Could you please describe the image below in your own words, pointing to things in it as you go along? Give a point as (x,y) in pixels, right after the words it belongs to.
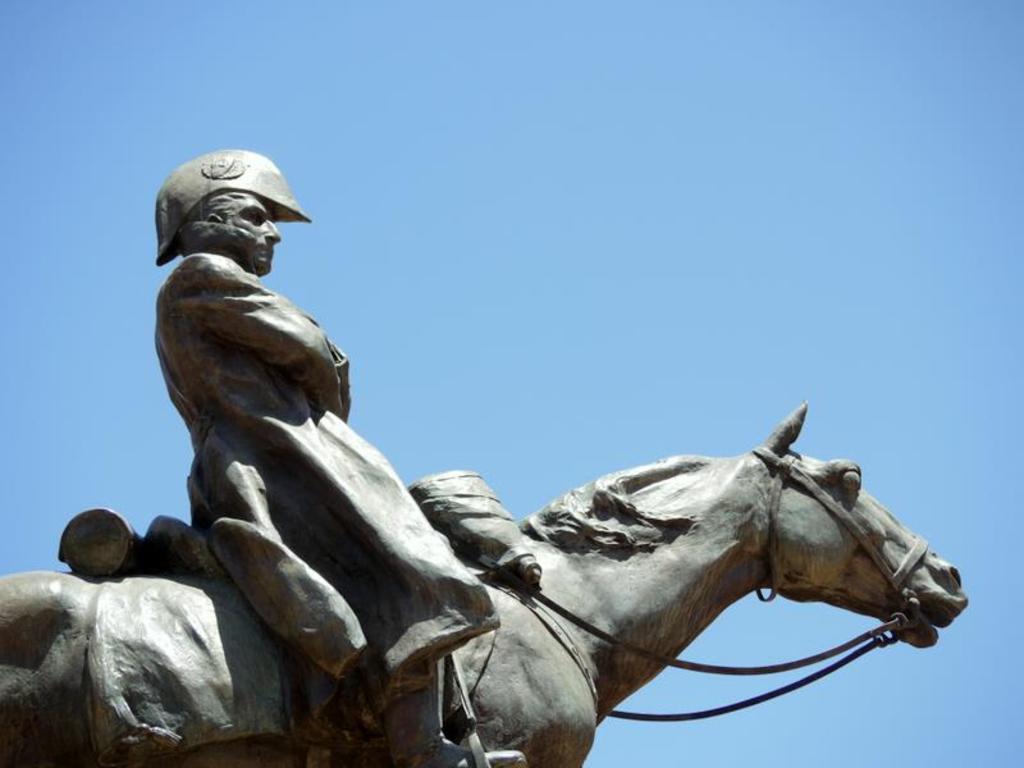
In this image we can see a statue (451,577). On the backside (551,348) we can see the sky (545,367).
